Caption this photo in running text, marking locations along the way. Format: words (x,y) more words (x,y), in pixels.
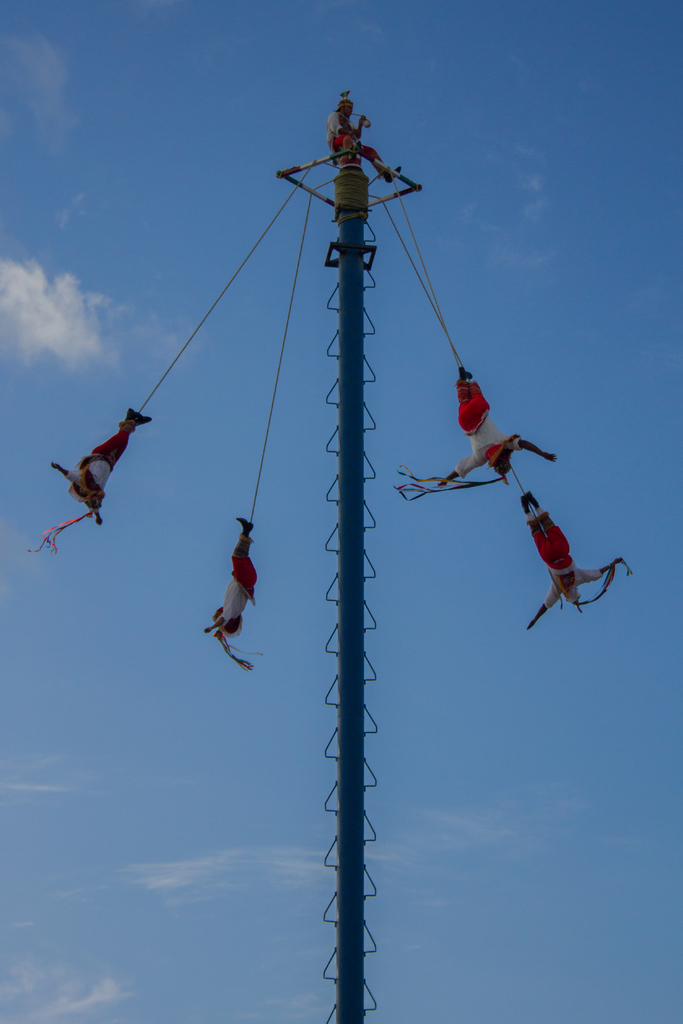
This picture is clicked outside. In the center (357,416) we can see a person (373,155) sitting on the top of the pole (359,557) and we can see the group of persons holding some objects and hanging on the pole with the help of the ropes (353,185). In the background (562,372) we can see the sky (481,859).
